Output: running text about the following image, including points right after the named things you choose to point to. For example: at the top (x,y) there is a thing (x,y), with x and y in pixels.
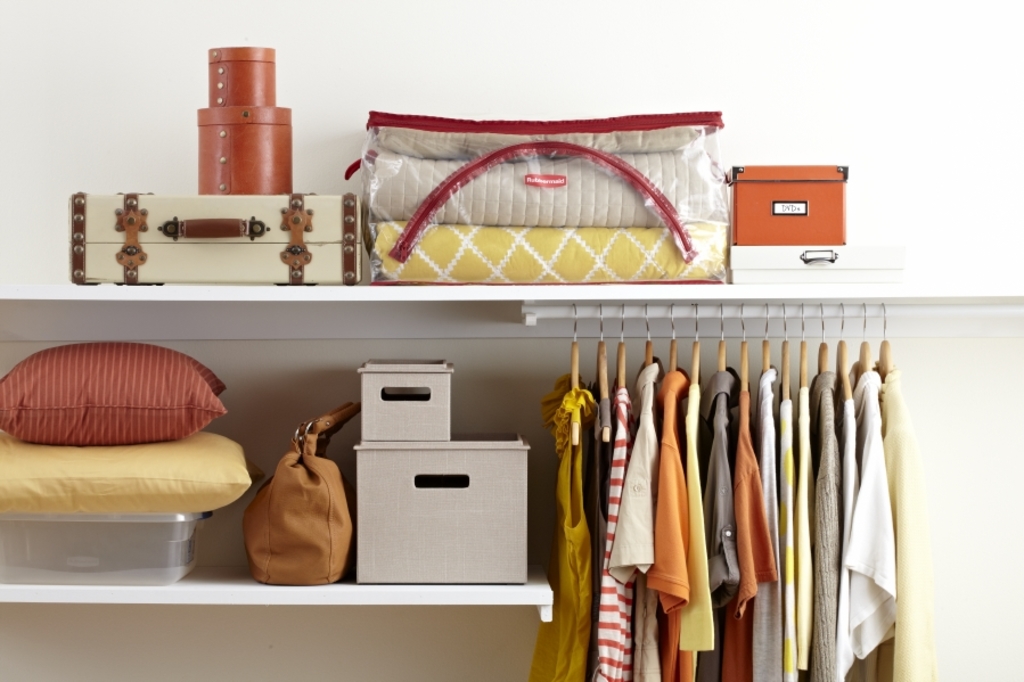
In this image i can see there is a shelf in which on the top of the shelf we can find few boxes (265,225) and few blankets (541,203) in a bag (462,186). On the second shelf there are few cushions (155,467), a bag (286,514) and a few boxes (446,424). And on the right side of the image (814,589) we can see few clothes (707,535) are hanging in the shelf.
